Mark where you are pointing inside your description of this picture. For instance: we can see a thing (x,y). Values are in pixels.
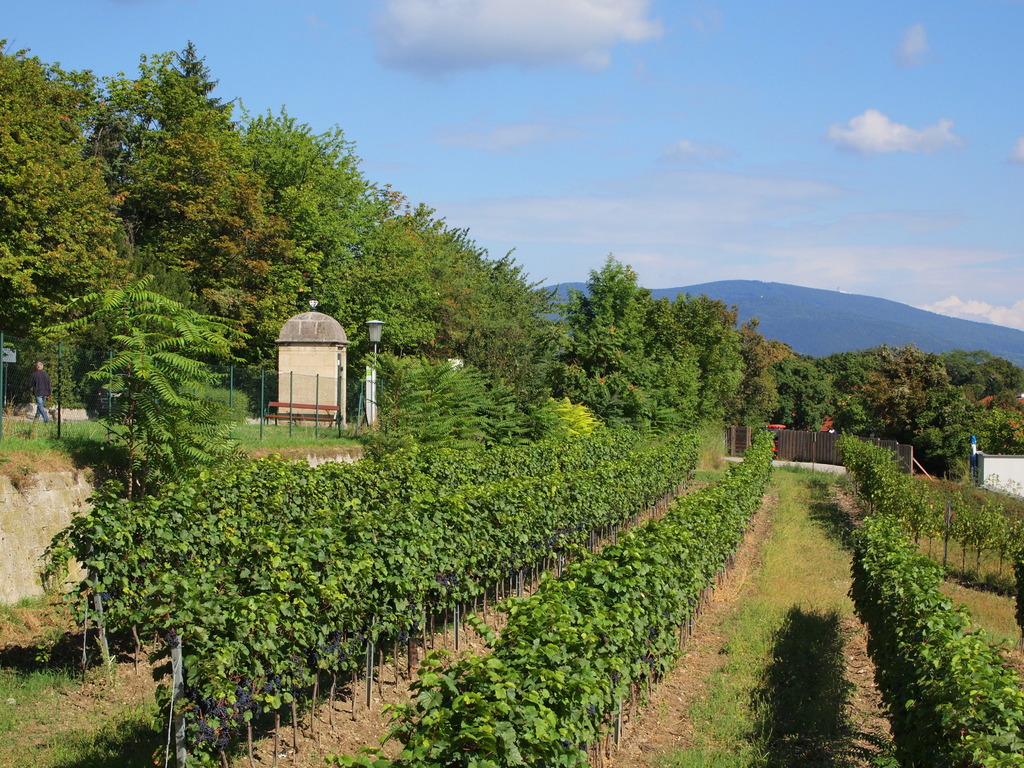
In the center of the image (548,471) there are plants (647,666). At the bottom of the image (736,738) there is grass (760,746). In the background of the image (717,364) there are trees (646,393). There is a fencing (99,427). There is mountain (852,302). At the top of the image (717,159) there is sky (543,112) and clouds (634,2).
